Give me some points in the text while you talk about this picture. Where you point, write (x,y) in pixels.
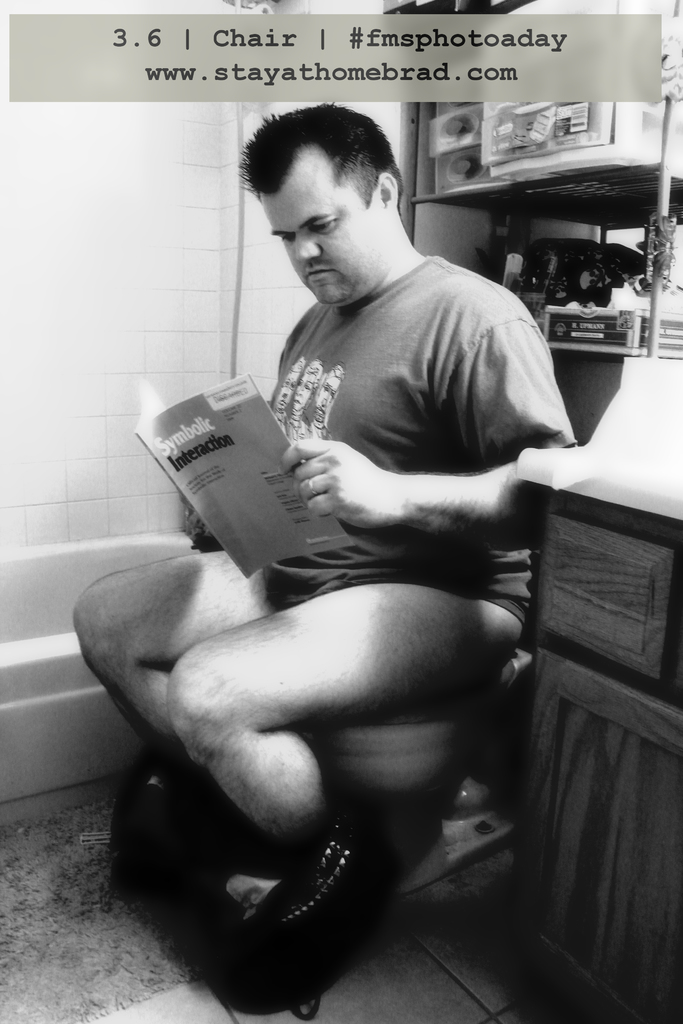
The man (349,497) in the middle of the picture (323,499) wearing the T-shirt (353,375) is sitting on the toilet seat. He is holding a book (250,534) in his hands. I think he is reading the book (264,520). Behind him, we see a rack (509,284) in which many plastic boxes (507,119) are placed. Beside him, we see a table (617,591). Beside him, we see a wall (163,323) in white color. This picture is in black and white.
